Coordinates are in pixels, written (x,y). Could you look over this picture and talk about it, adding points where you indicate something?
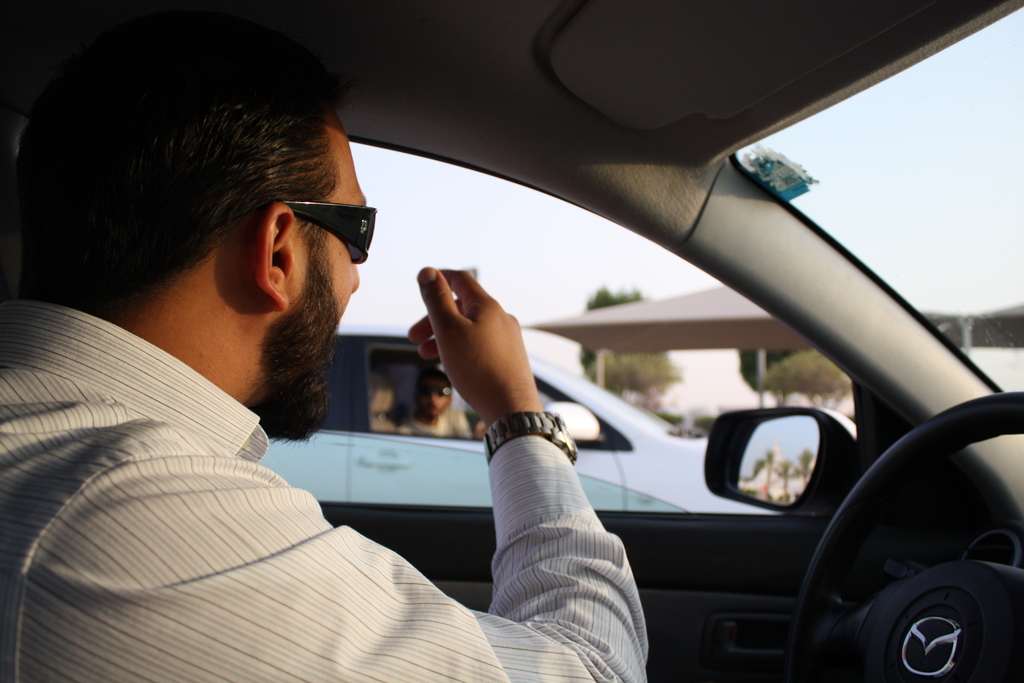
In the image there is a guy (260,506) sat in a car (844,612), It seems to be on outside on road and beside the car (901,671) there is another car (404,397) with a guy (424,406). On steering (994,660) there is mazda logo (924,625) on it and above its sky (934,158).
